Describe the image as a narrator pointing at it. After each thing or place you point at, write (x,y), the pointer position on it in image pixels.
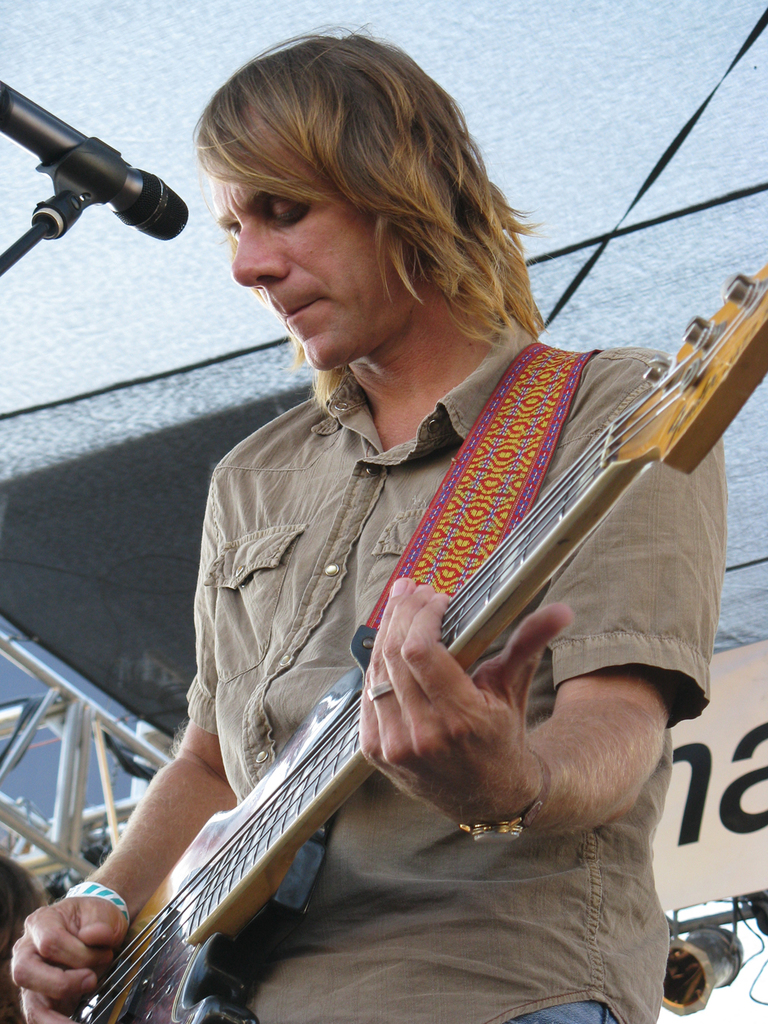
In this picture we can see man (437,669) playing guitar (662,444) with his hand (447,670) and in front of him there is mic (31,108) and in background (427,53) we can see steel rods (95,712), light (676,1009), wall (606,146).
